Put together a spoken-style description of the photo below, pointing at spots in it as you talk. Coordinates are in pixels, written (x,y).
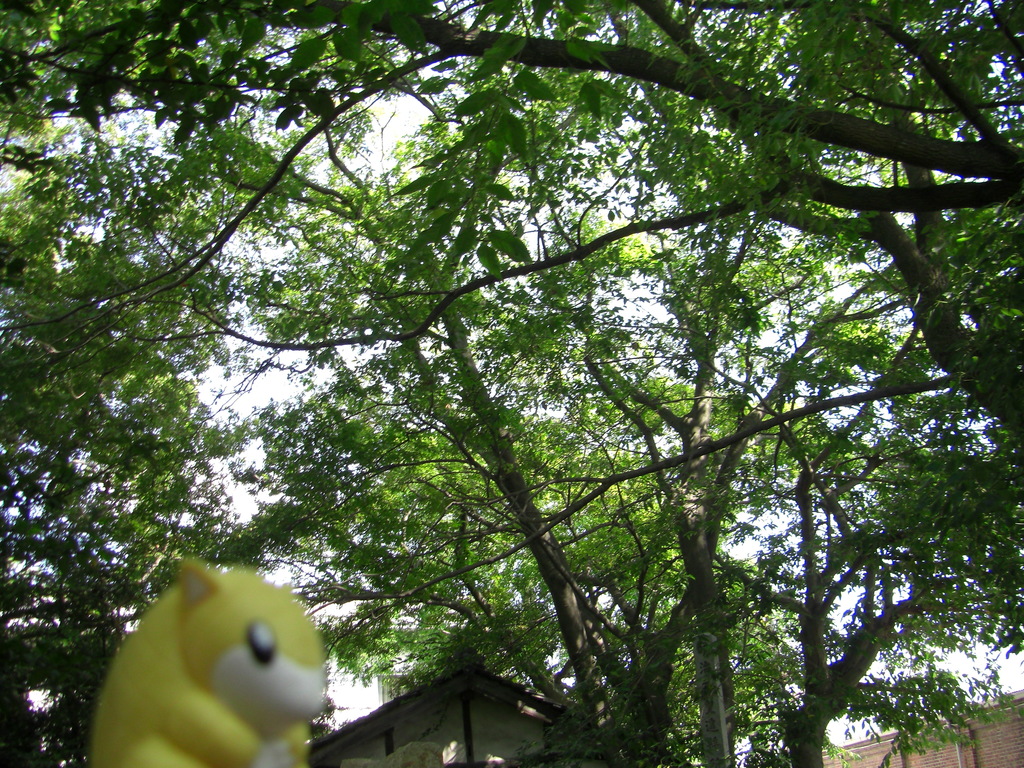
In this picture we can observe a toy (144,739). This is in the shape of a squirrel (173,680). In the background (393,724) we can observe house (476,726), some trees (419,374) and a sky (369,139).
